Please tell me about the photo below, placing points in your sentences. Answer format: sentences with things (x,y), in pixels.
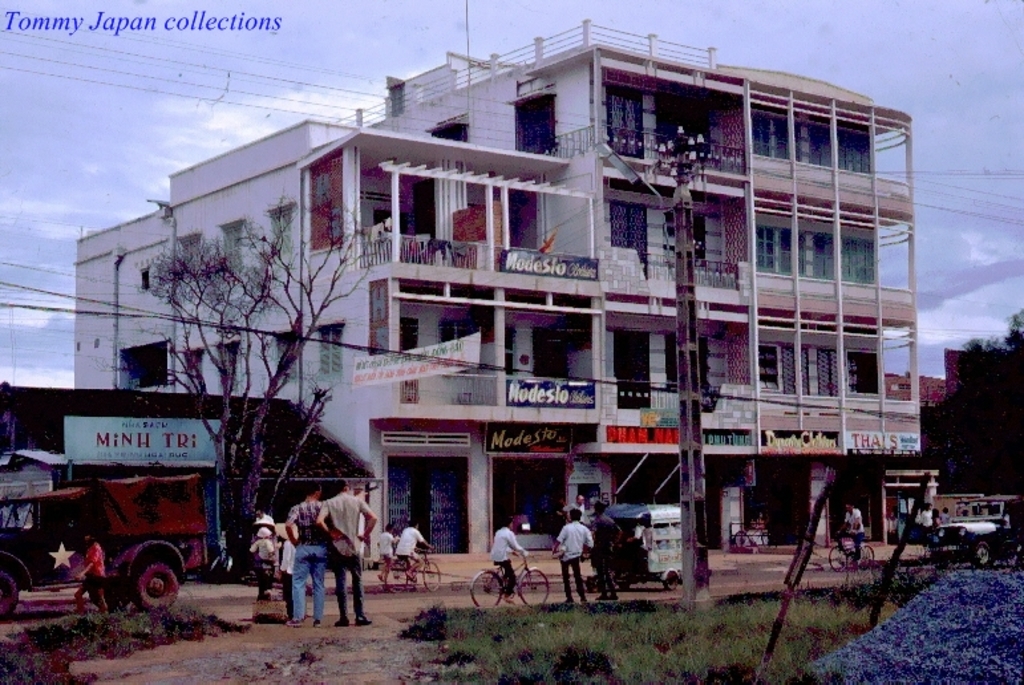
At the bottom of the picture (665,646), we see the grass (703,619) and the concrete stone (920,594). Beside that, there are poles (780,617). In this picture, we see people (316,556) are standing and beside them, we see two men (407,556) are riding the bicycles (476,597). We see vehicles (180,539) are moving on the road (433,587). The man (91,565) in the red shirt (98,549) is walking. There are buildings (398,331) and trees (315,403) in the background (475,322). In the middle of the picture (669,383), we see an electric pole (687,293) and wires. At the top (216,88), we see the sky (176,95).
